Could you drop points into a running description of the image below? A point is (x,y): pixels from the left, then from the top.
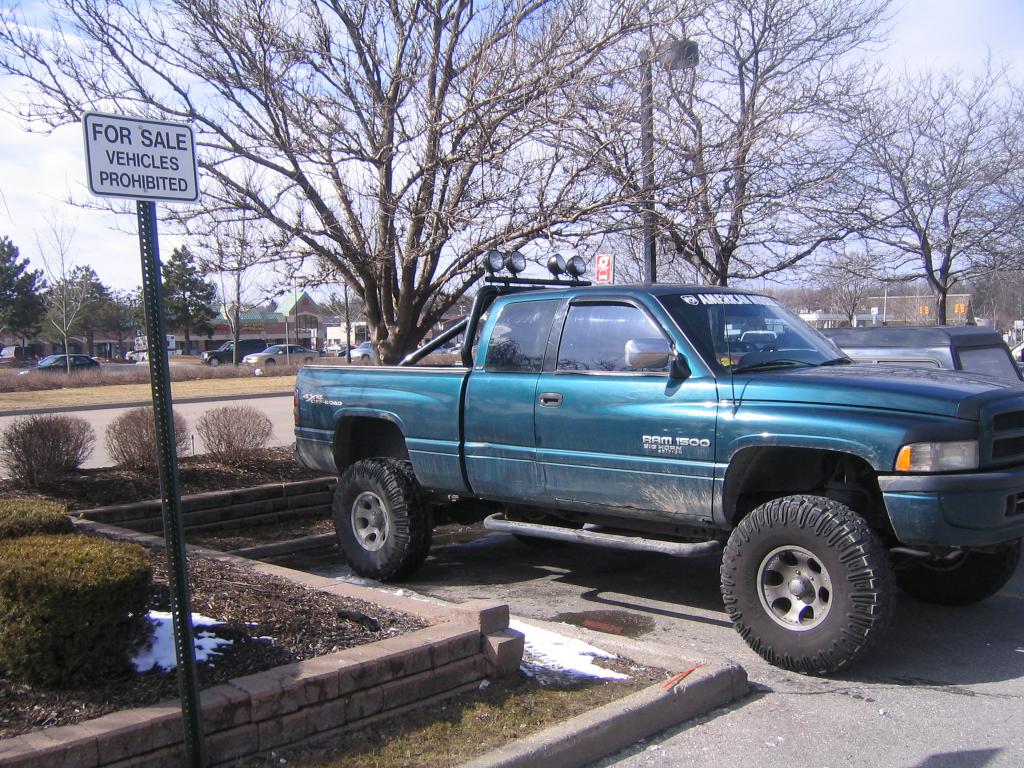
In this image I see number of cars (416,423) and I see the path (192,408) and I see number of plants (42,426) and I see something is written on this board (116,145). In the background (21,298) I see number of trees (206,224) and houses (272,340) and I see the clear sky (906,22) and I see few poles (159,304).
